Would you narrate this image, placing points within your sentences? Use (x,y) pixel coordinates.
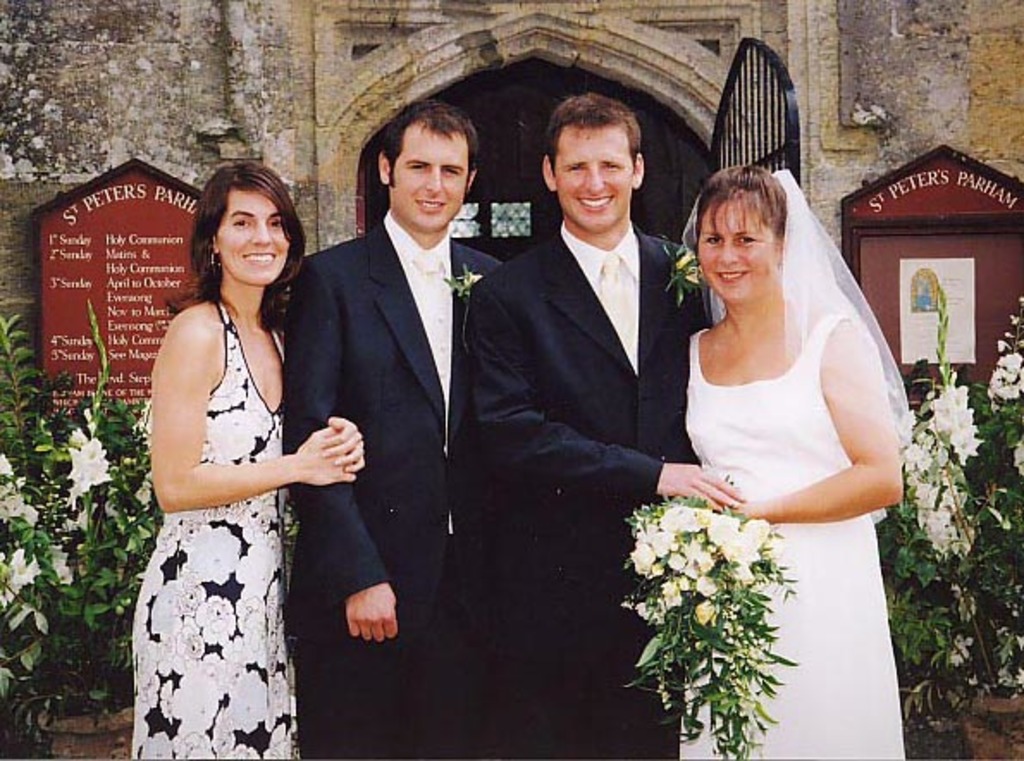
Here in this picture in the middle (391,350) we can see two men (453,311) standing over there and on the either side of them we can see woman (248,315) standing and we can see all of them are smiling and we can see the woman (808,497) on the right side (727,471) is holding a flower bouquet (688,599) in her hand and behind them we can see flower plants (78,468) present all over there and we can see a gate (765,67) present and we can see some boards (172,238) present on the wall (32,277) over there.
